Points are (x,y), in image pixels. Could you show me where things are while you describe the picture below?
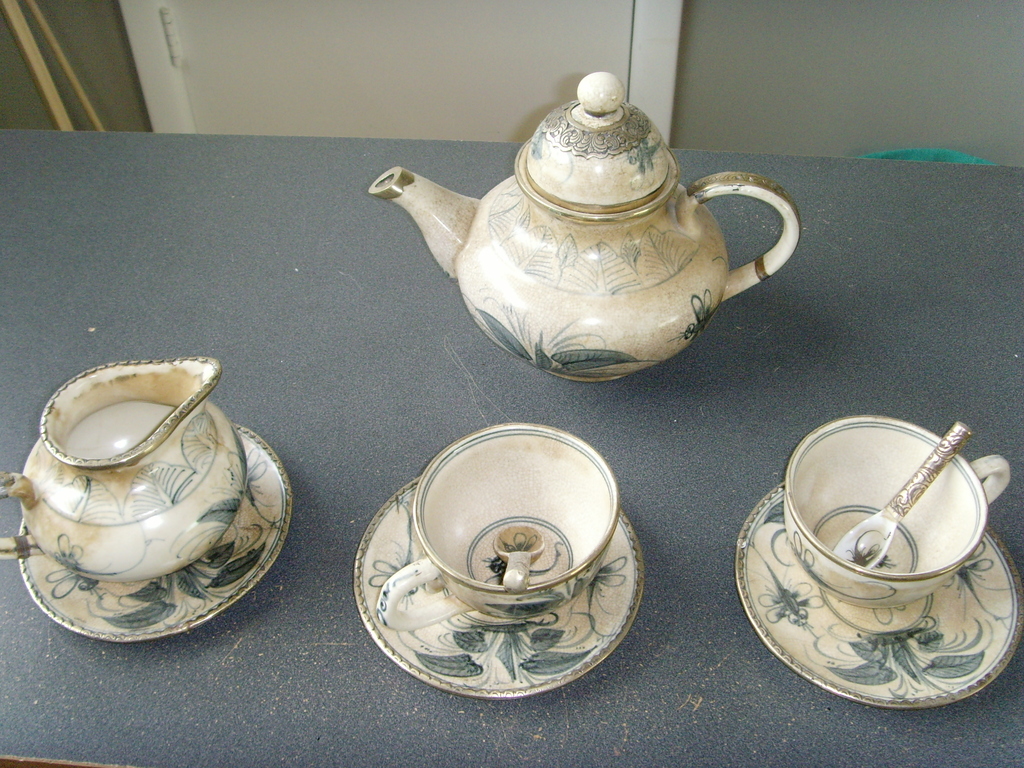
In this image I can see a kettle (595,318), cups (604,526) and saucer (616,571). These objects (547,574) are on a black color surface (328,462).
